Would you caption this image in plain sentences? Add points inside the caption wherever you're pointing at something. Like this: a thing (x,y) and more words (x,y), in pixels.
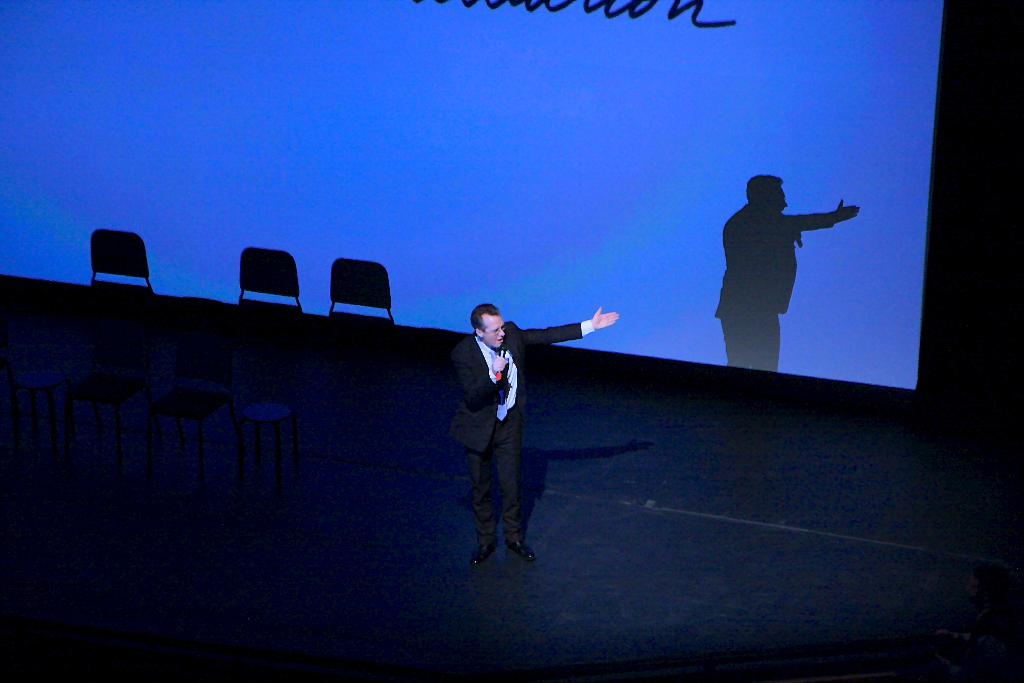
In the image there is a person (491,324) he is speaking something, behind him there are few empty chairs (137,270) and in the background (725,77) there is a presentation screen (608,95), it is displaying blue light (565,85) with some text (610,17).
